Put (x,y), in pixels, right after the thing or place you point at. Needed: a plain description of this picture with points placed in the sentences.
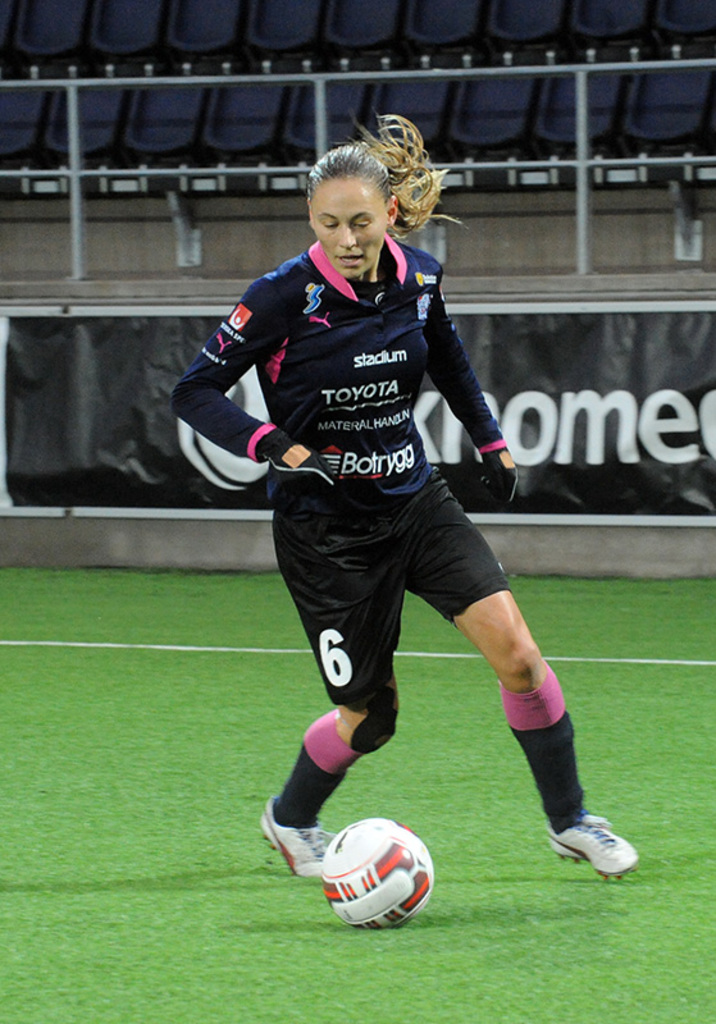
This picture might be taken inside a playground (523,770). In this image, in the middle (454,513), we can see a woman (463,528) playing a football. At the bottom (372,923), we can see a football (399,889) which is placed at a grass (496,889). In the background (582,103), we can see hoardings (520,518) and a metal rods (579,149).
